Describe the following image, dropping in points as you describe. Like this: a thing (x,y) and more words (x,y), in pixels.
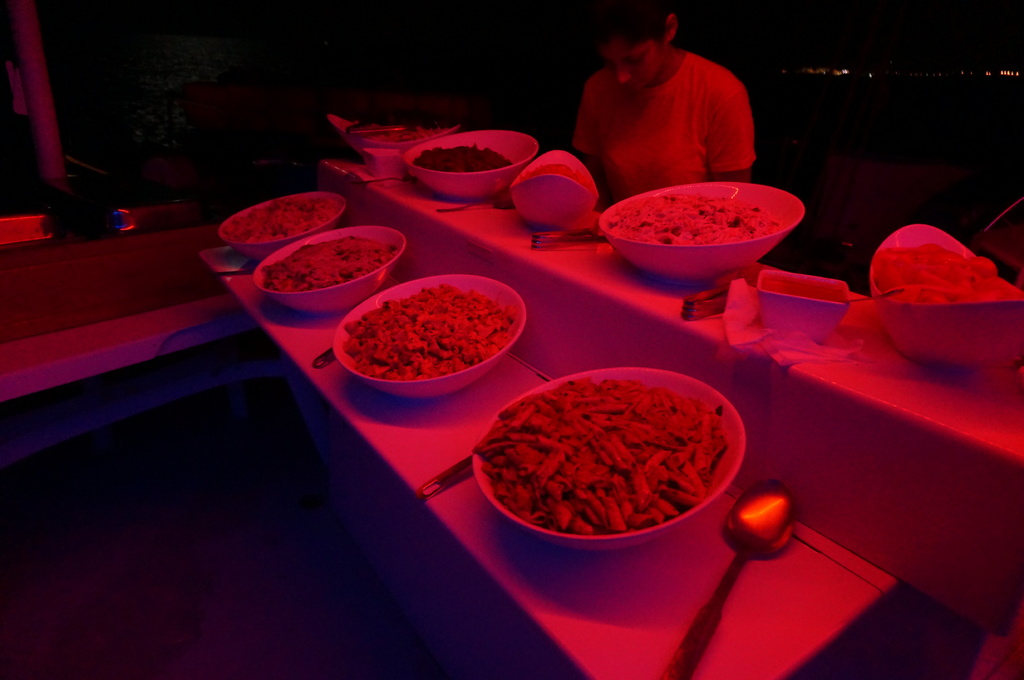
In this picture there is a person (605,40) standing and we can see bowls (946,355), food (670,414), spoons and objects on tables (627,329). In the background of the image (911,108) it is dark.
